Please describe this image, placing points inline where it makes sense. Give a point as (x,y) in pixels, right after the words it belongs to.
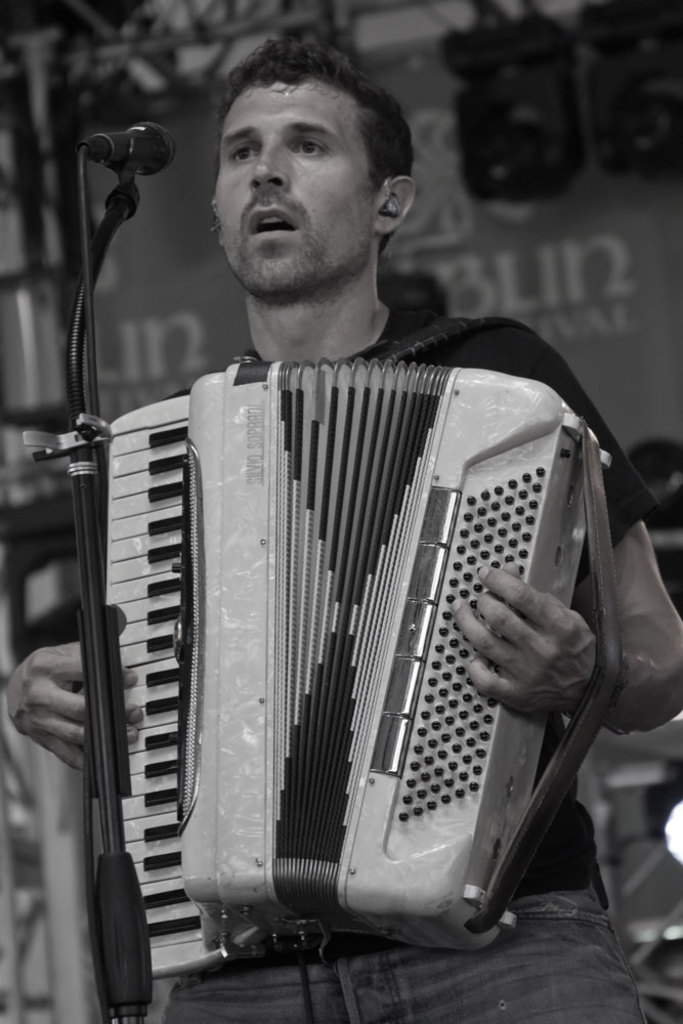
In this image I can see the person (330,228) standing in-front of the mic (93,562) and playing the musical instrument (384,569). In the background (472,249) I can see the banner (468,244) and this is a black and white image.
